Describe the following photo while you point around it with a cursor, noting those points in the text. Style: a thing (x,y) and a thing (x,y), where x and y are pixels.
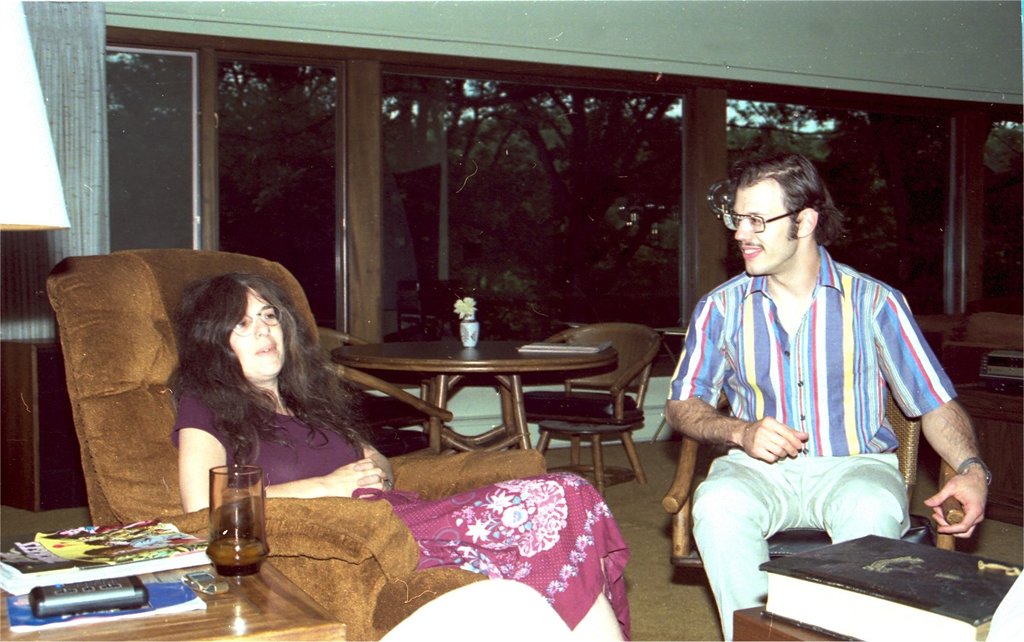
In this picture these two persons (262,316) sitting on the chair (105,404). We can see tables (245,595). On the table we can see books (127,545), remote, glass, flower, flower pot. We can see chairs (577,385). There is a window (528,135). From this glass window (429,117) we can see trees (300,116). On the background (678,29) we can see wall (810,52).
